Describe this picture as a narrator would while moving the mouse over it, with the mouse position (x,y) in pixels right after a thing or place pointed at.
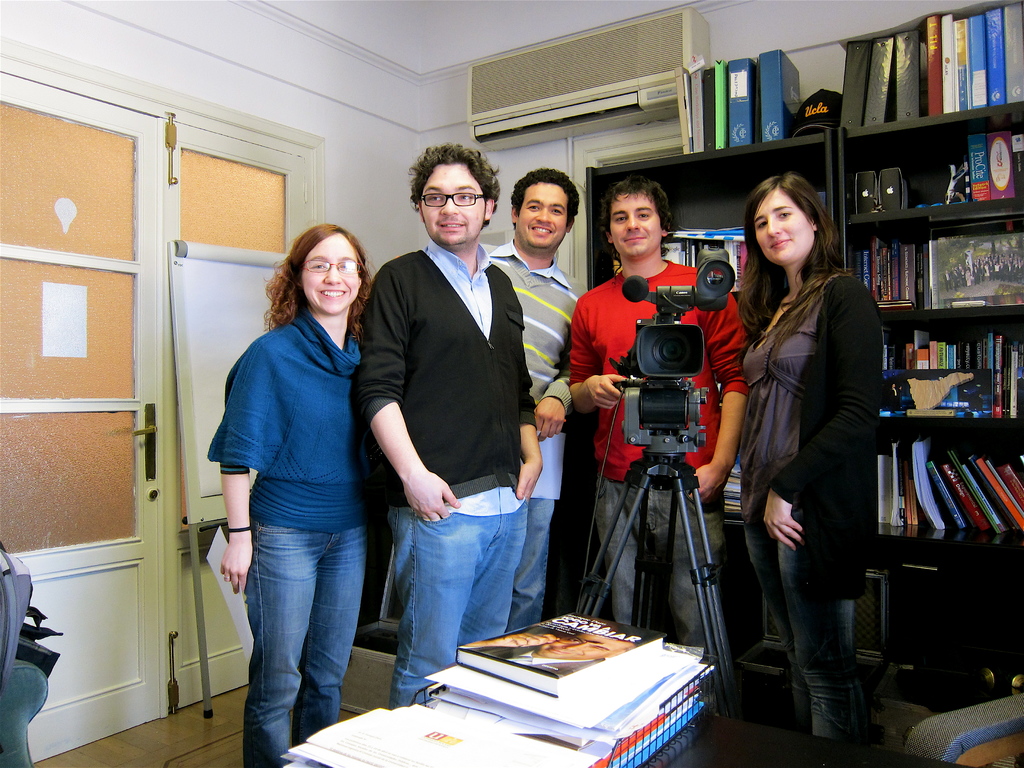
In this picture we can see there are five people (296,315) standing on the floor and in front of the people (624,457) there is a camera (663,378) with the stand (680,427) and some books (458,714). On the left side of the people (356,400) there is a door (163,514) and a white board (207,345). Behind the people (776,331) there is an "AC" (517,80) on the wall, some books (762,130) and speakers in the racks (821,162).
